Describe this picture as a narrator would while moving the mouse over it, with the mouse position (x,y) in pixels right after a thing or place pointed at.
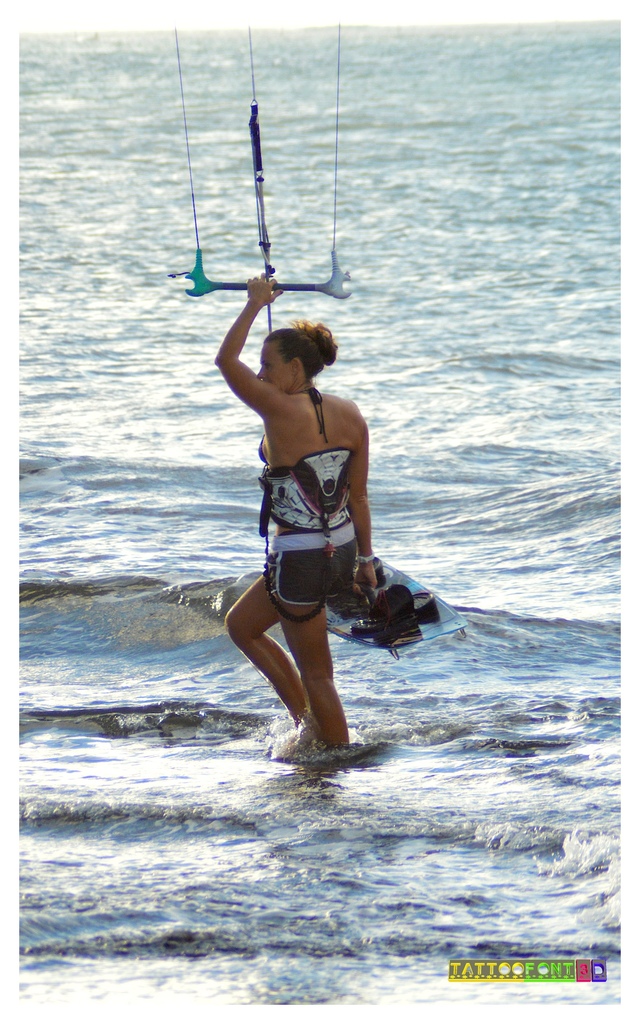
In this image a woman (303,555) is in water (290,807). She is holding a rod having few strings (255,187) attached to it. She is holding a surfboard (404,613) with other hand (371,582). Background (446,672) there is water (562,352) having some tides (278,818).
